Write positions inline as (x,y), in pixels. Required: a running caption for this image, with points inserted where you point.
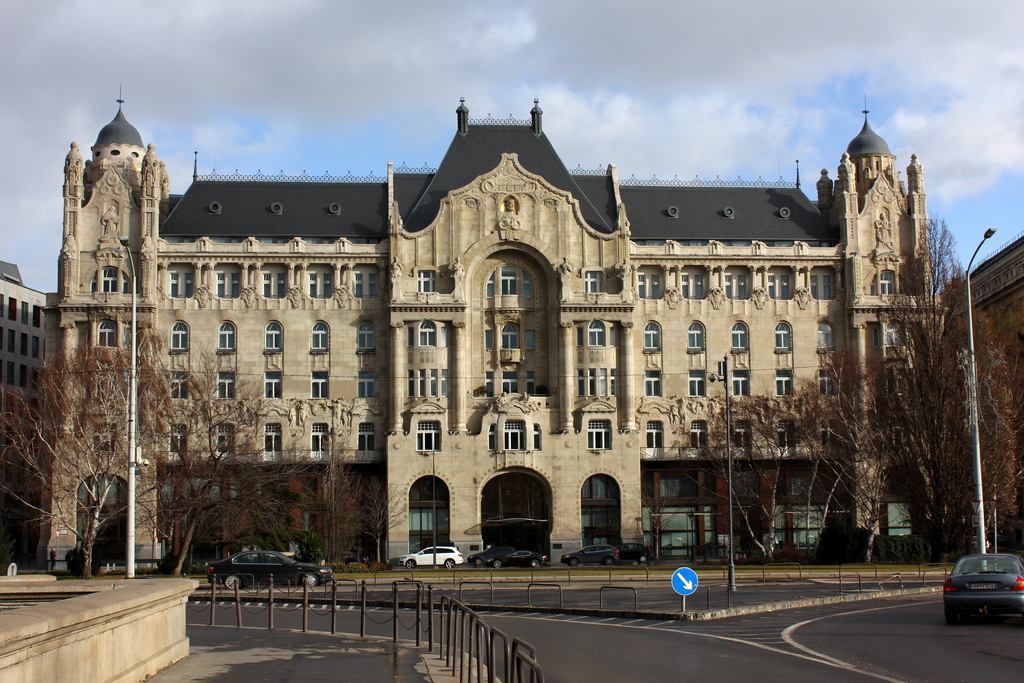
In this image we can see the buildings (496,330), trees (956,337), light poles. We can also see the vehicles (990,588) passing on the road (887,626). There are barriers (439,633) and some direction board (682,577). At the top (465,73) there is sky (623,87) with the clouds (152,25).
